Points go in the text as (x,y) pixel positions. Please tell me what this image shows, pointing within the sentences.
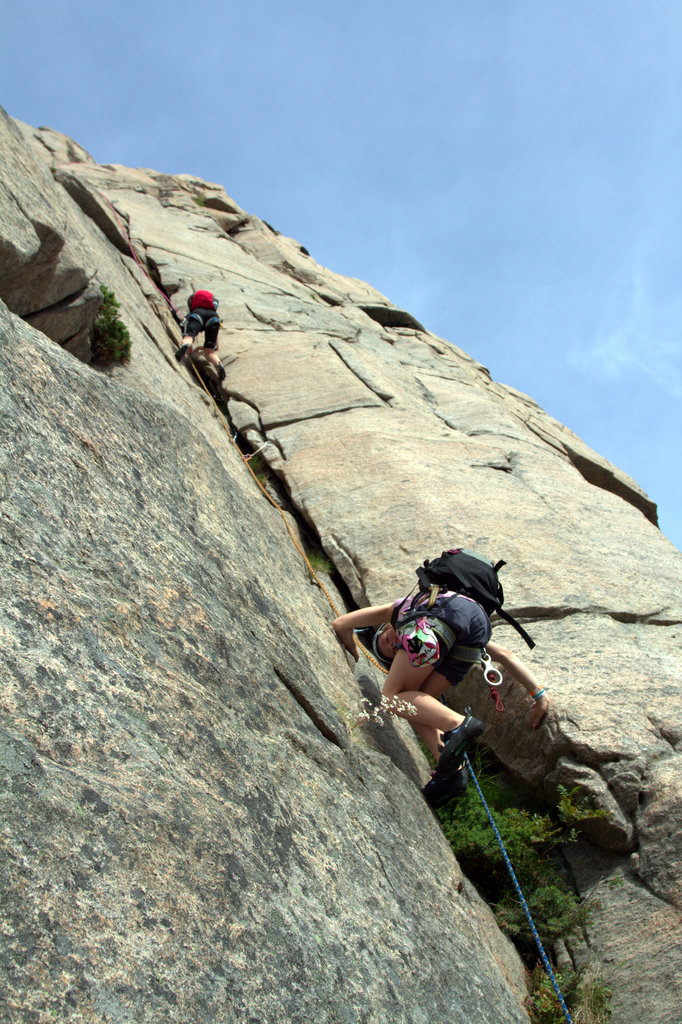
In the center of the image (394,674) there are two people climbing a mountain (219,381). There is a rope (482,796). At the top of the image (380,90) there is sky (306,114).
